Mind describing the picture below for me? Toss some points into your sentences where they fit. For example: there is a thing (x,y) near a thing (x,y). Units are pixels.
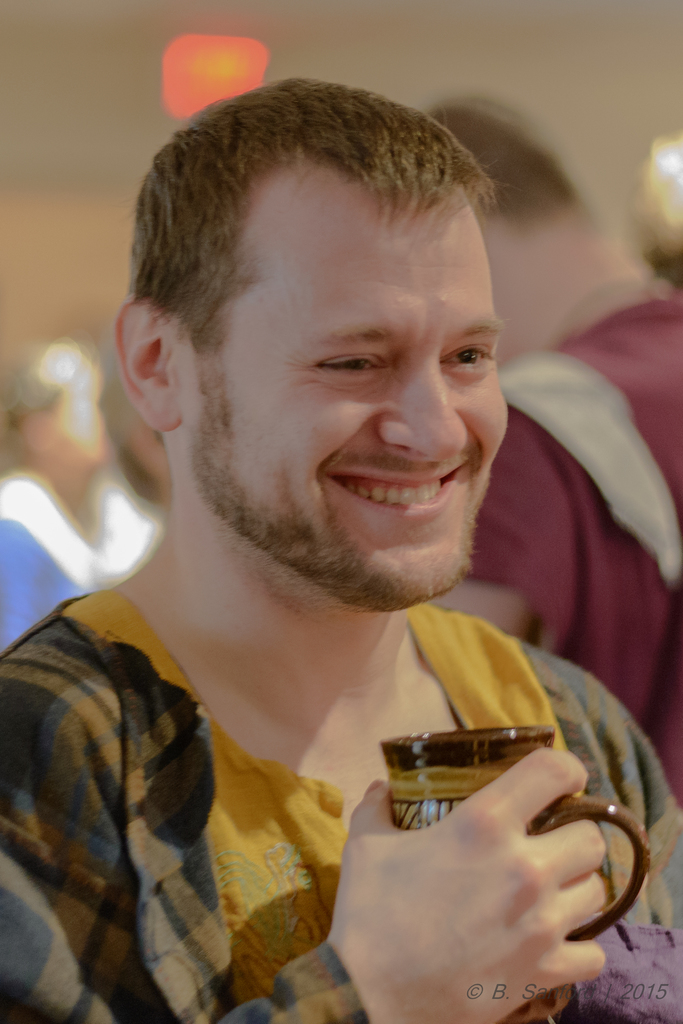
In the center of the image (314,591) a man (321,730) is present and he is holding a cup (411,762). In the background of the image (14,576) some persons (61,379) are there.
